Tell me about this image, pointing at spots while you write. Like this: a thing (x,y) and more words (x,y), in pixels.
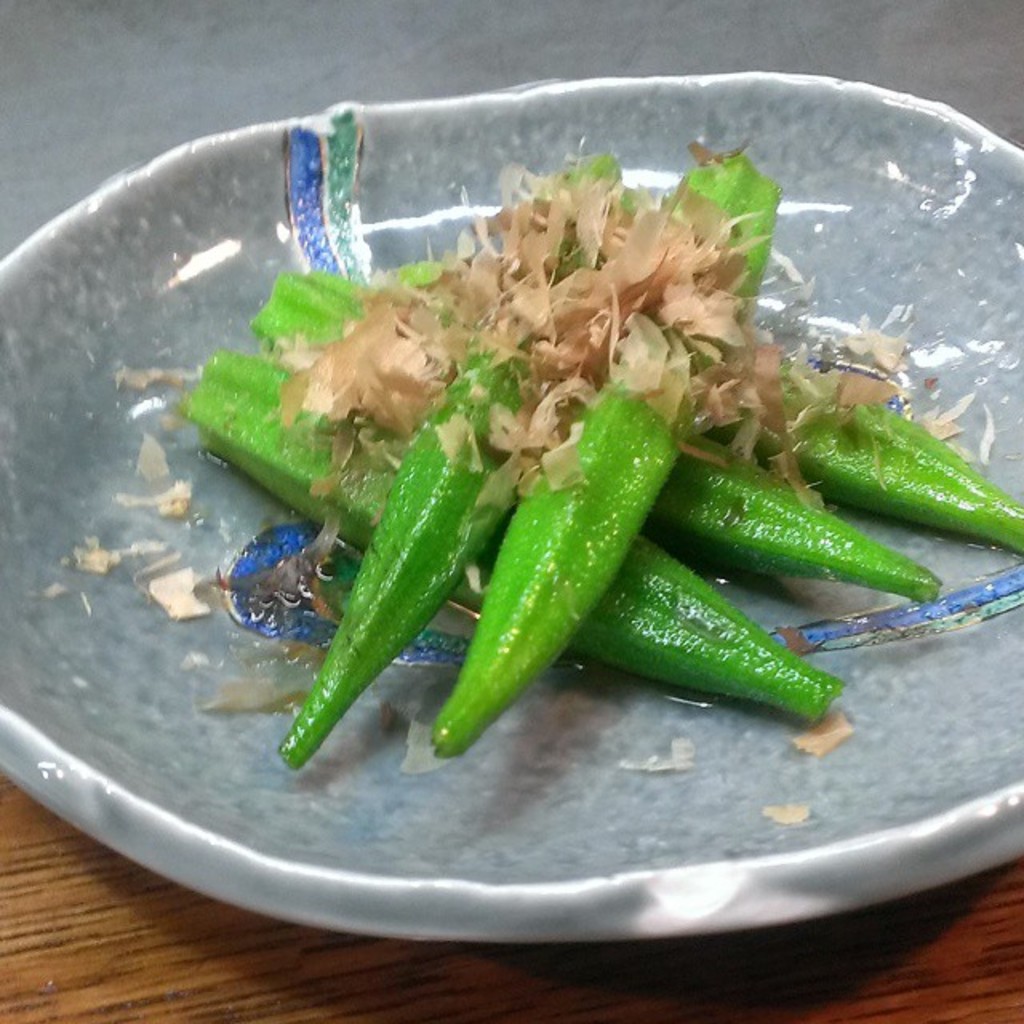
In this image, we can see few eatable things (329,532) in the bowl (999,258). At the bottom (591,1010), we can see wooden surface (585,1014). Top of the image (272,31), we can see ash color.
